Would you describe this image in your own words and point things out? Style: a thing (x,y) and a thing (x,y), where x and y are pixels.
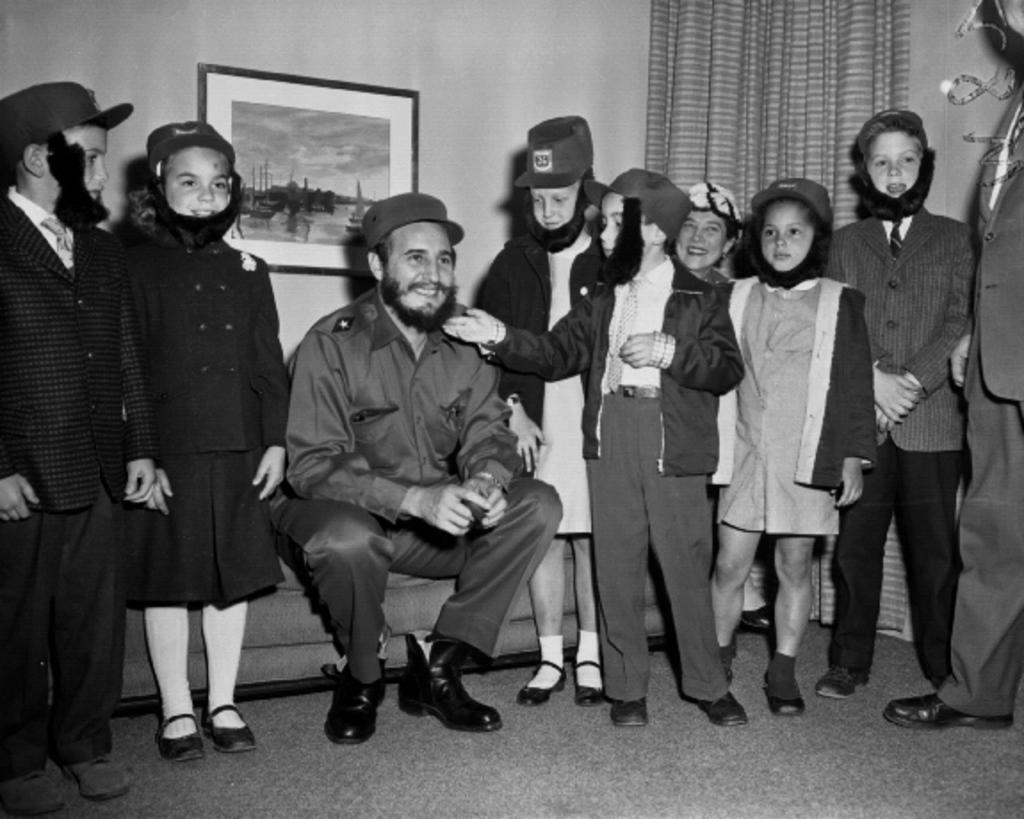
Here we can see a man (310,540) is sitting on the sofa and on the left (118,663) and right side to him there are kids (224,444) standing on the floor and they put beard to their faces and caps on their heads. In the background (289,259) there is a frame (364,269) on the wall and curtain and on the right (1013,295) there is a person (978,382) standing on the floor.
